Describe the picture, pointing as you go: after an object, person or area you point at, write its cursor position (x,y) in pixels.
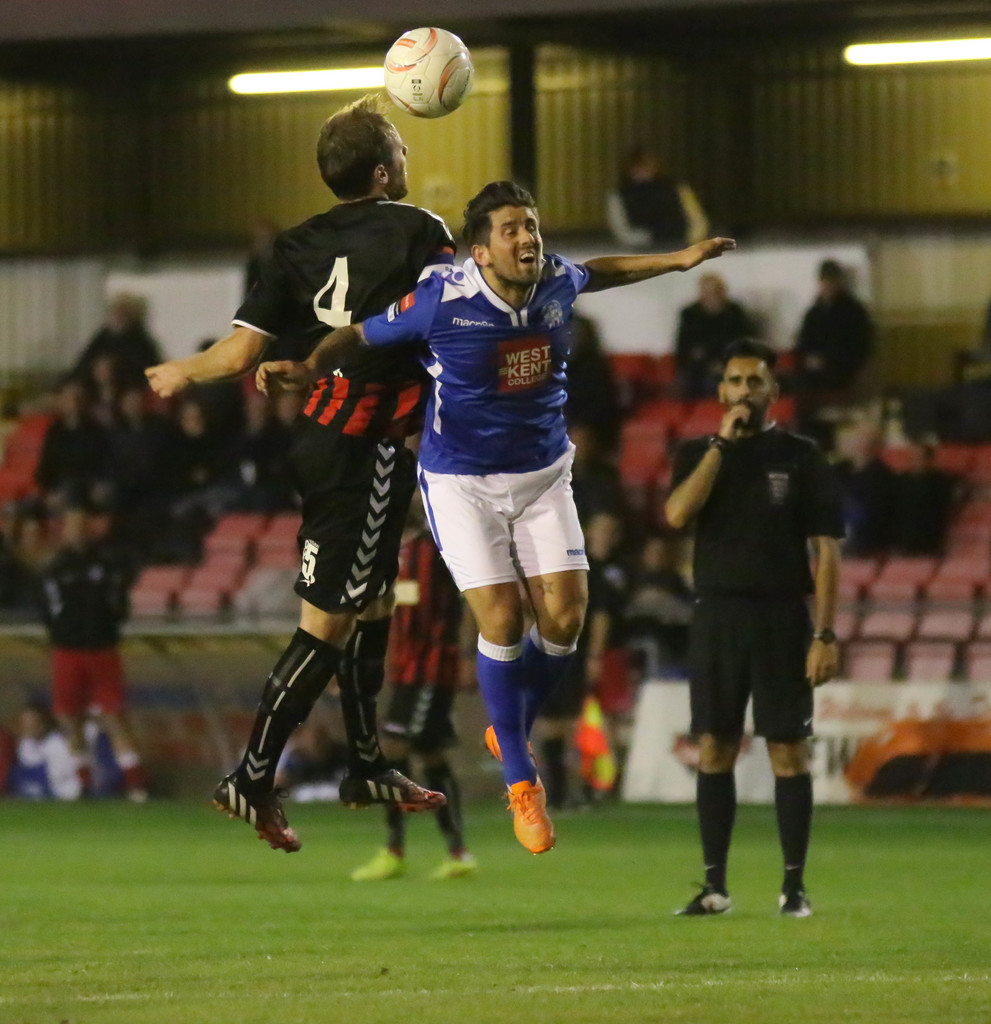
In this image we can see people (462,579) playing football. There is a person (681,513) wearing a black color t-shirt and short (712,673). In the background of the image (701,312) there are people (111,524) sitting in stands (229,583). At the top of the image (438,110) there is ball (413,114). At the bottom of the image (517,931) there is grass (472,1021). In the background of the image (840,170) there are lights (863,60) to the wall (118,150).
